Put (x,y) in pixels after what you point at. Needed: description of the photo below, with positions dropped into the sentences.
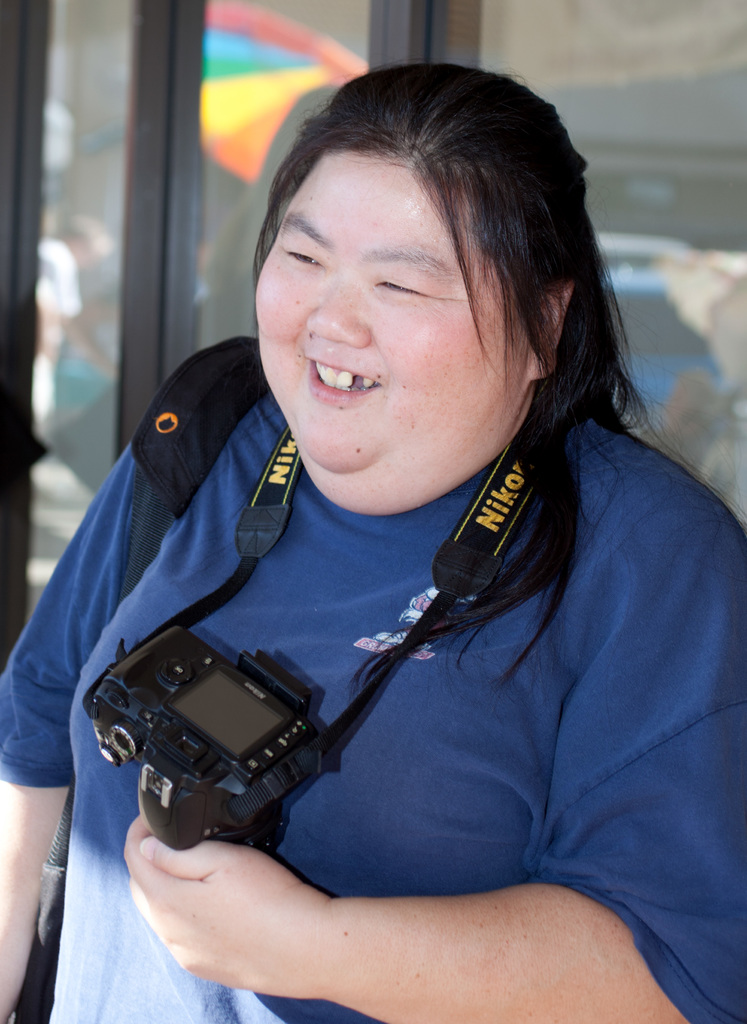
In this picture there is a lady (673,645) at the center (265,641) of the image and she is holding a camera (162,655) in her hand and there are windows (244,34) behind the lady (101,657), she is smiling.
